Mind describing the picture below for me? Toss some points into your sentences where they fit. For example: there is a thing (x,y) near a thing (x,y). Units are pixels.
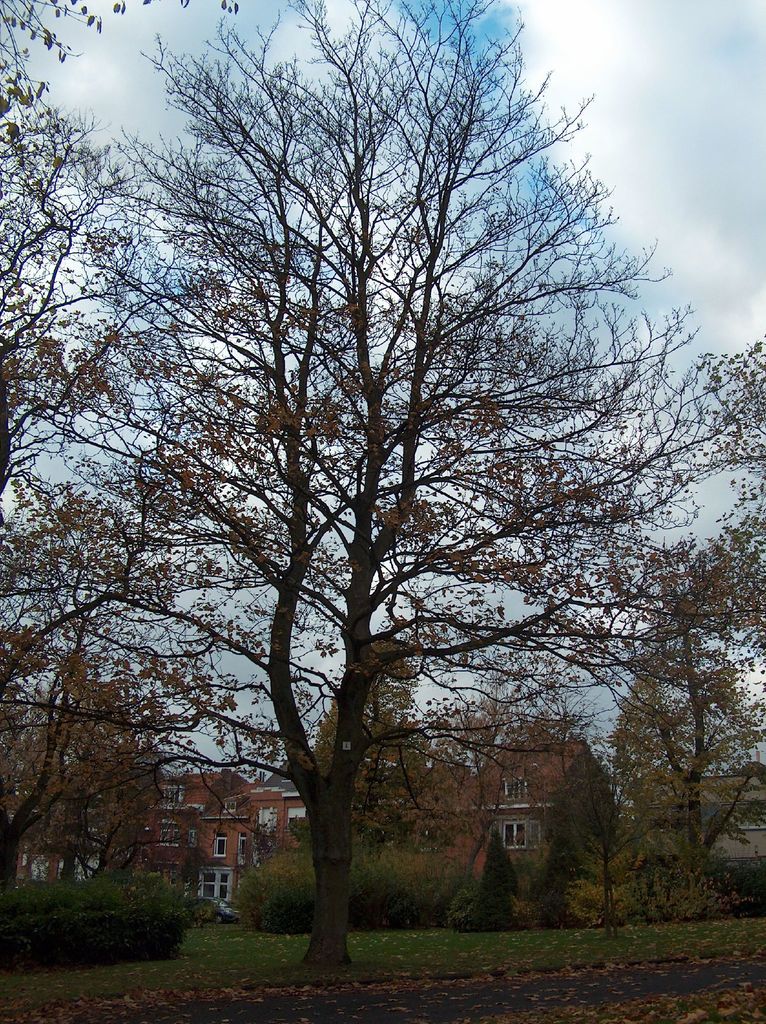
In this image we can see some houses (757,841), some dried leaves (303,1020), some trees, bushes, plants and grass (734,940) on the ground (662,957). At the top (220,48) there is the cloudy sky (258,315).
